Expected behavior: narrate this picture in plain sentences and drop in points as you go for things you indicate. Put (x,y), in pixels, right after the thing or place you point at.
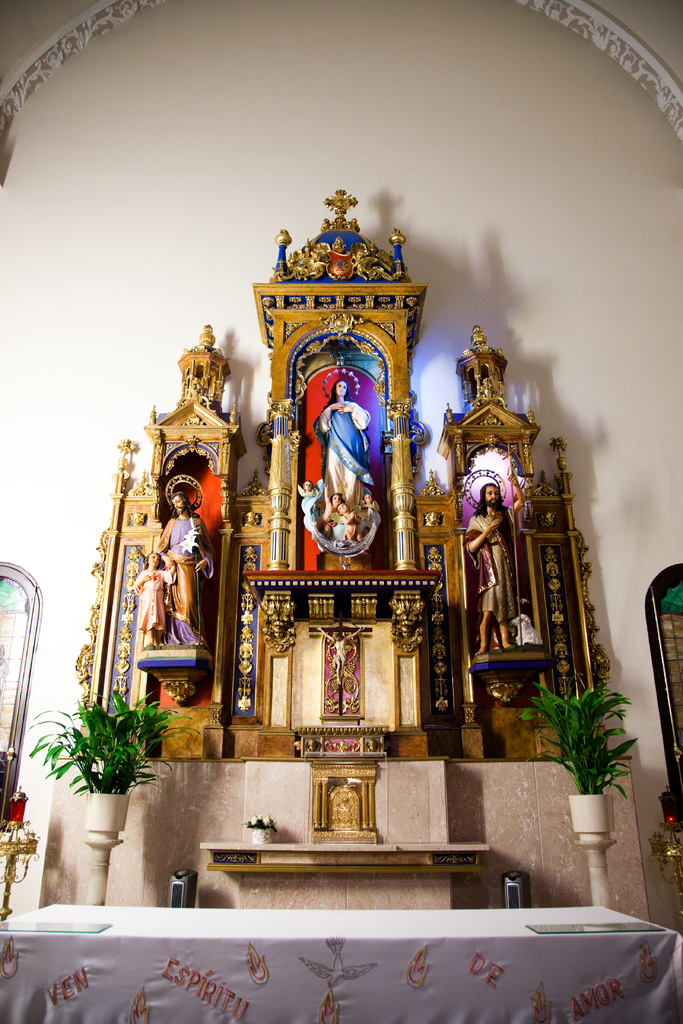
Here we can see an inside view of a church (306,163), in this picture we can see statues (506,580) in the background (493,542), there is a table (353,983) at the bottom (353,983), we can see a cloth (331,974) on the table (321,960), on the right side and left side (101,785) we can see plants (90,779), there is a wall (95,280) in the background (94,239).
